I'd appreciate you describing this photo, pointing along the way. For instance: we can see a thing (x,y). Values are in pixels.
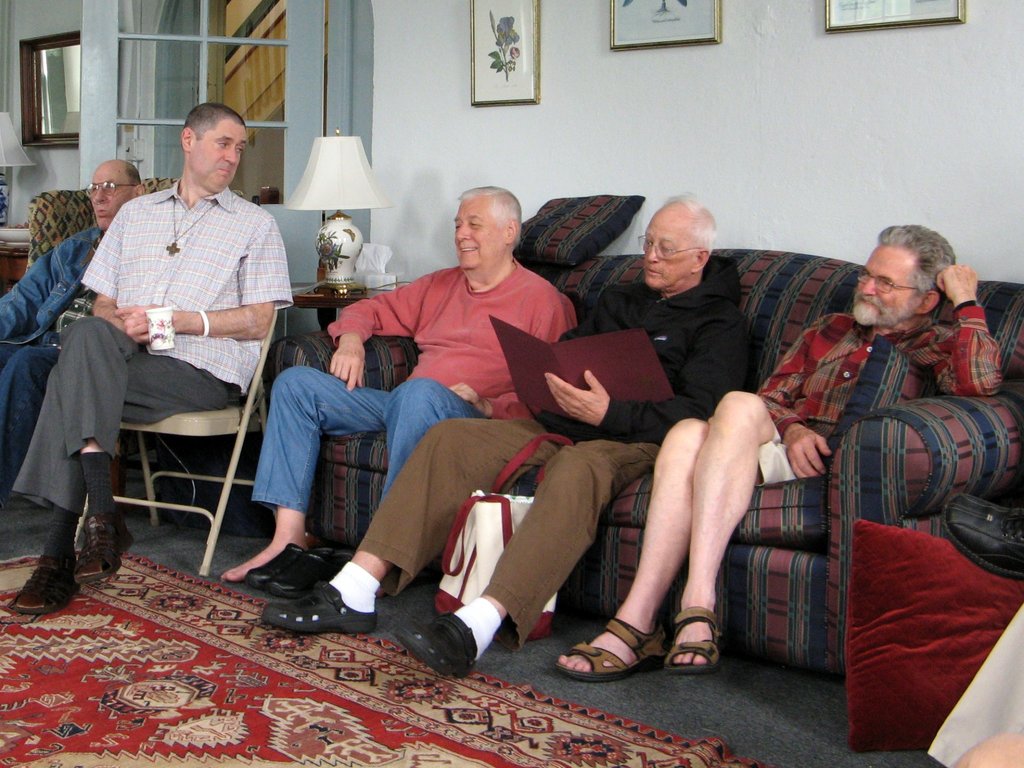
This image is taken indoors. At the bottom of the image (429,737) there is a mat (136,659) on the floor (692,715). In the background (493,118) there is a wall (663,126) with a door (321,73) and there is a mirror (51,87) and a few picture frames (702,22) on it. On the left side of the image (2,256) there is a table (18,250) with a lamp (7,150) on it. Two men (40,266) are sitting on the chairs (36,239) and there is a table (317,294) with a lamp (339,185) on it. In the middle of the image (678,320) three men (439,353) are sitting on the couch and a man (578,394) is holding a file (611,374) in his hand (595,414). On the right side of the image (901,595) there is a pillow (941,638) and there is a person (992,543).
